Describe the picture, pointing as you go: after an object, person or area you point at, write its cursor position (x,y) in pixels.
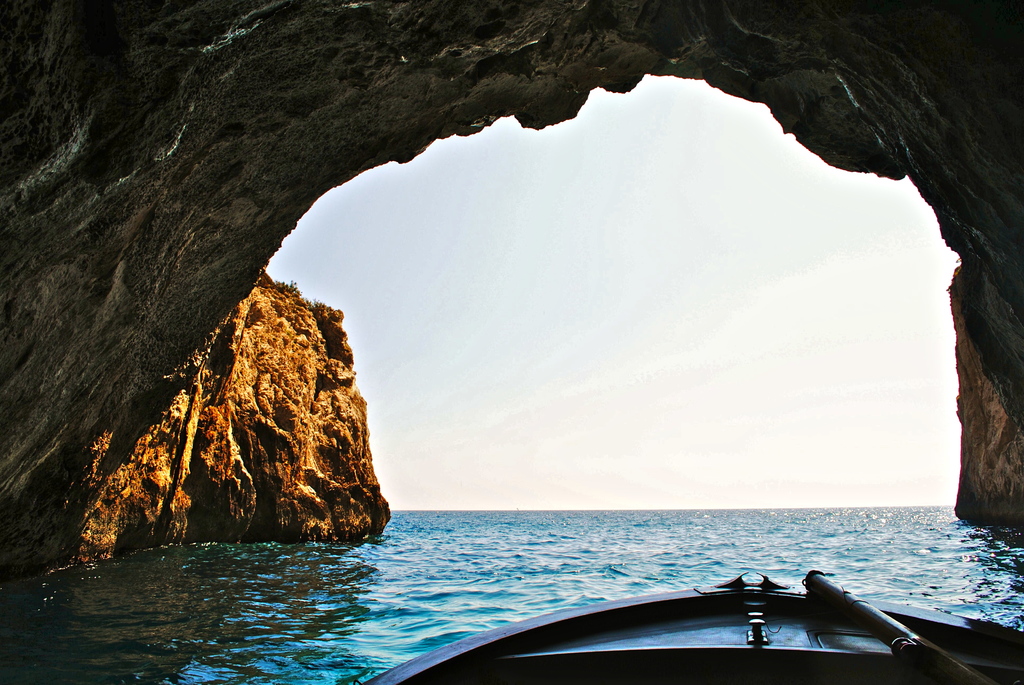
In this image, I think these are the hills (223,490). It is a kind of a cave (910,132). I can see the water (393,521) flowing. At the bottom of the image (744,608), that looks like a boat (747,638). Here is the sky (607,321).
